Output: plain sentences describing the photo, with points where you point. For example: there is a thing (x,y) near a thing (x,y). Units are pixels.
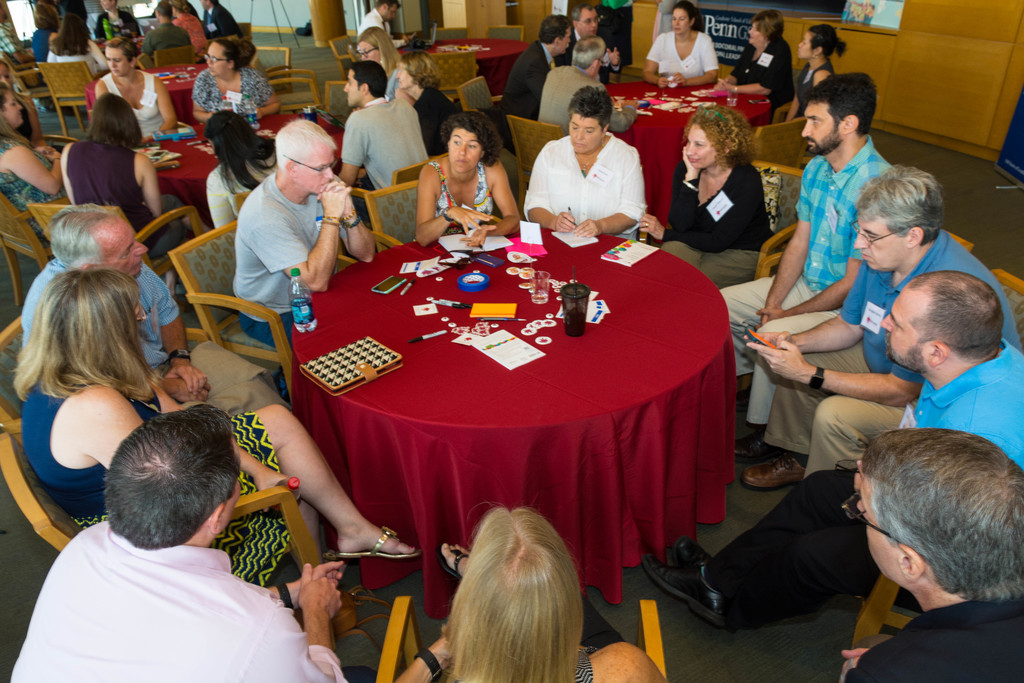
In this image we can see a group of people (1019,370) who are sitting on a chair (390,679) and they are discussing about something important.
